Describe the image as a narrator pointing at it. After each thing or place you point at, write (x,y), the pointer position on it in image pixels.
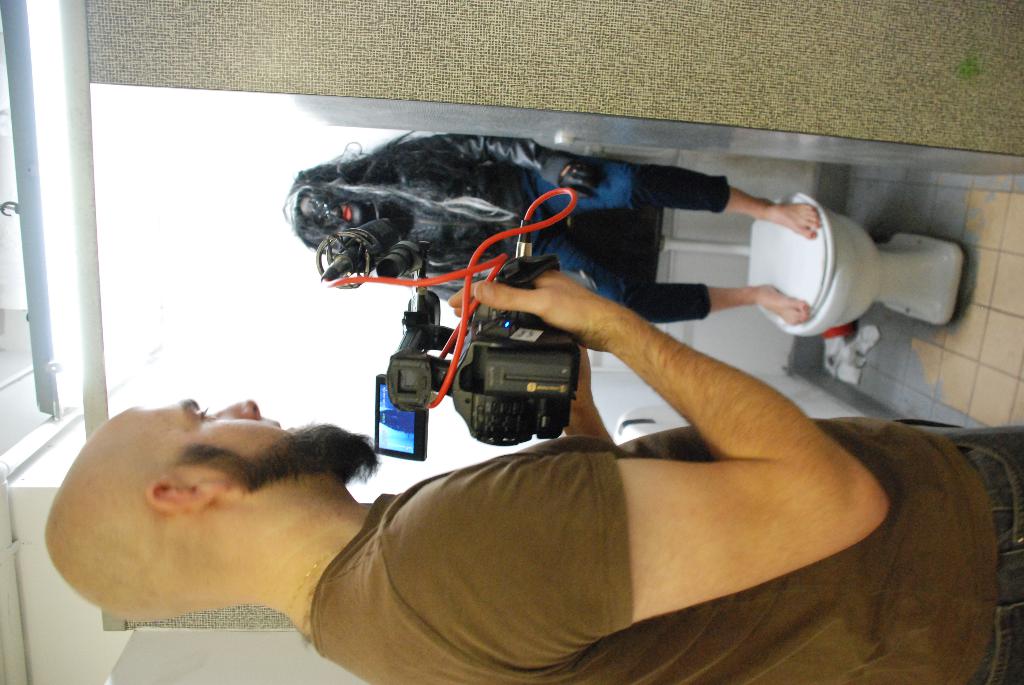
In this picture we can see a man (557,613) is holding a camera (511,422) in the front (488,410), in the background (792,309) we can see another person (547,235), on the right side (878,276) there is a western commode (848,276), we can see a wall (214,320) on the left side of the picture (109,231).
